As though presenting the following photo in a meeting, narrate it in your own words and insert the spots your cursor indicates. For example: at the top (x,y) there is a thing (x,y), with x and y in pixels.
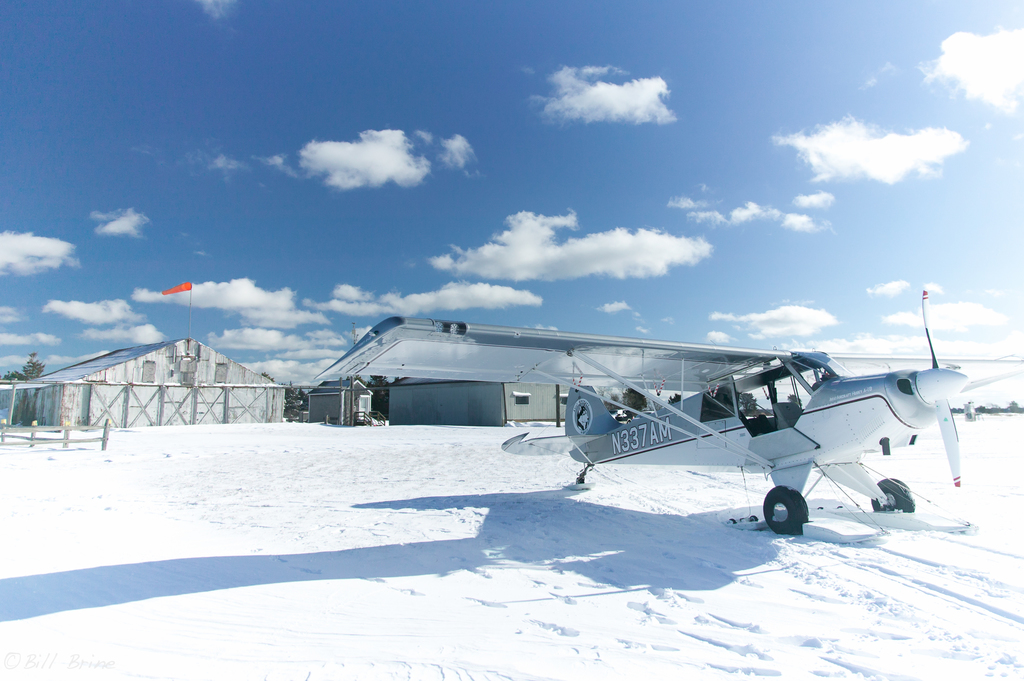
There is a plane (801,532) on the snowy ground (436,557) as we can see at the bottom of this image (592,547). There is a shelter (237,383) in the middle of this image (409,407), and there is a cloudy sky (450,221) at the top of this image (516,221).
